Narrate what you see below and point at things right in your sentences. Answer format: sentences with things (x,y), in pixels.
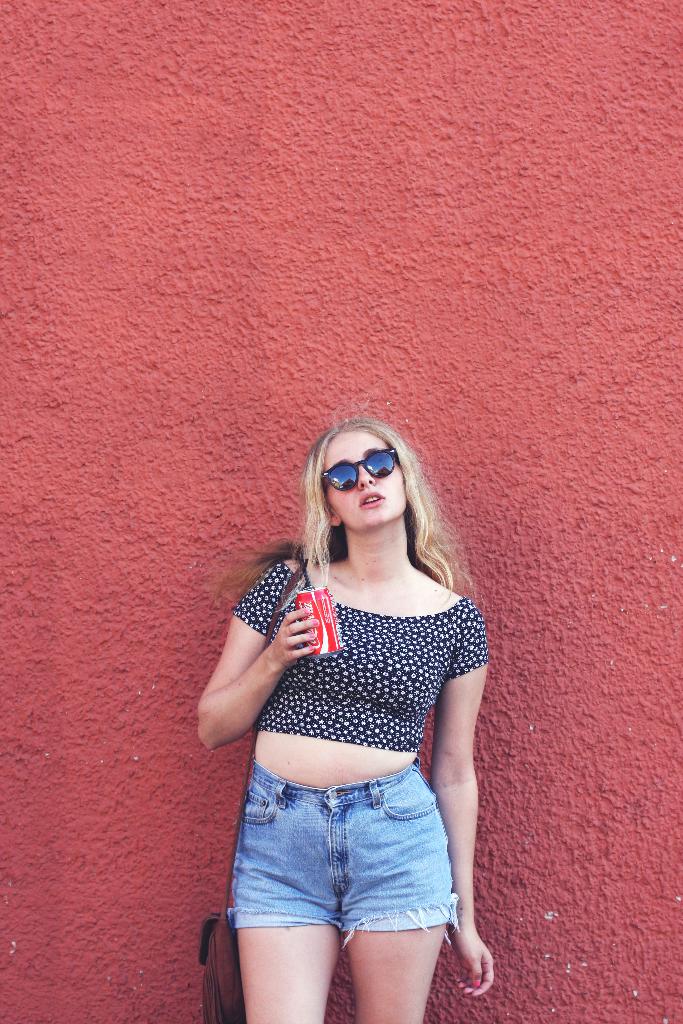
In this image I can see a person (355,659) is holding red color object (321,615) and wearing blue top (430,696) and jeans short (427,845). Background (94,344) is in red color.
